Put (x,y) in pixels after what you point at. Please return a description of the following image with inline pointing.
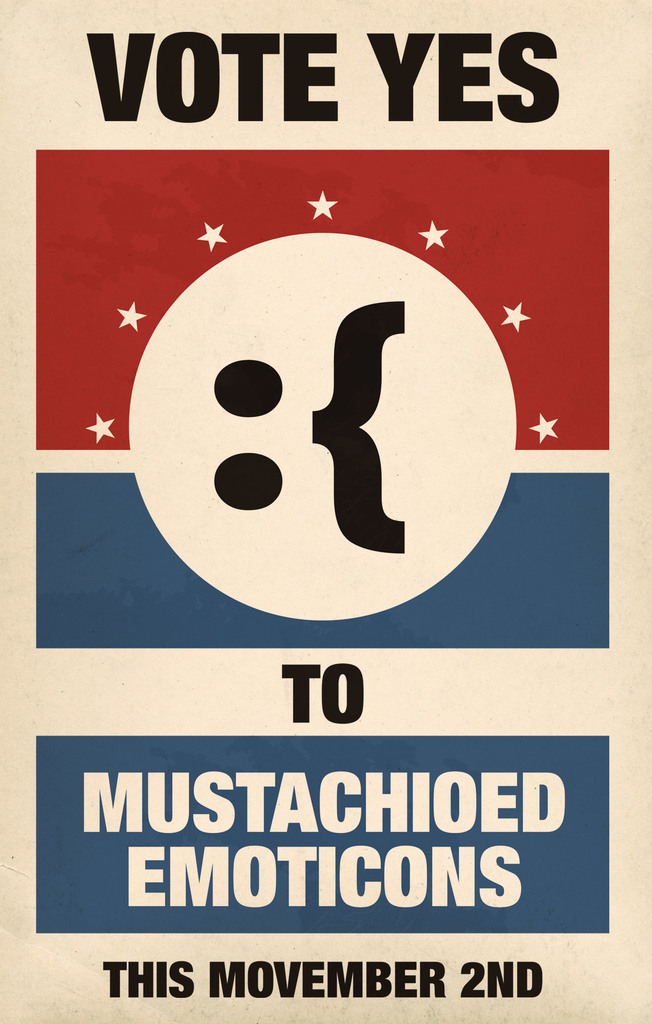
It is a poster (597,725) in red and blue color.
